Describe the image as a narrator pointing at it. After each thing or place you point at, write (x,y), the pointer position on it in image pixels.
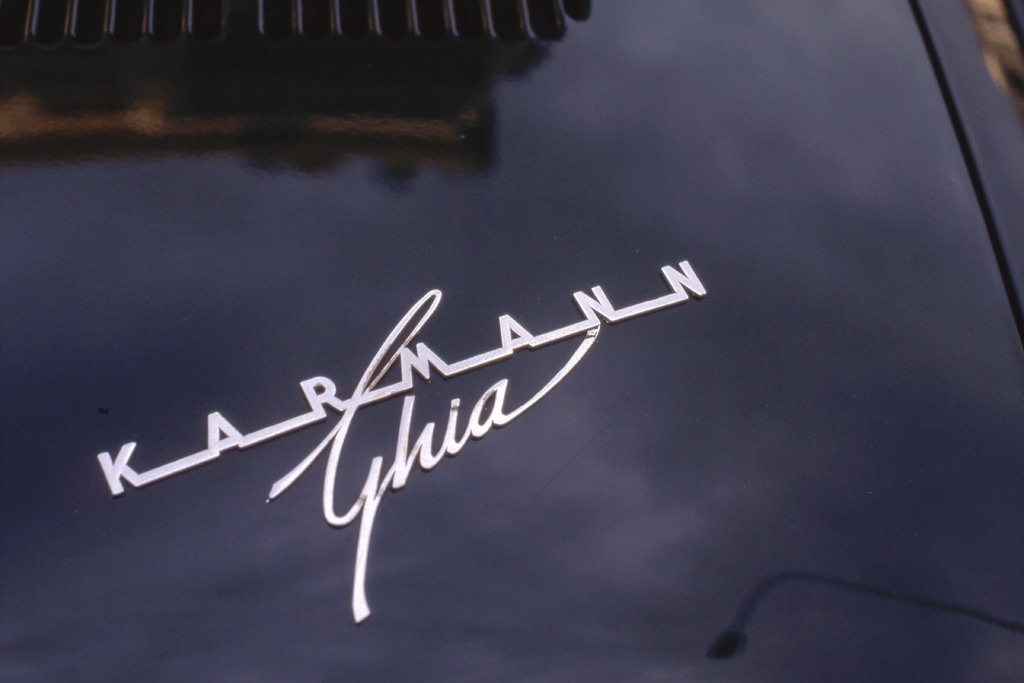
In this image, we can see a black object (697,443). On top of that we can see silver color text (336,454). Top of the image (271,8), we can see some object (219,10). Here we can see few reflections (636,554). At the bottom of the image (827,579), we can see some pole (834,584).
